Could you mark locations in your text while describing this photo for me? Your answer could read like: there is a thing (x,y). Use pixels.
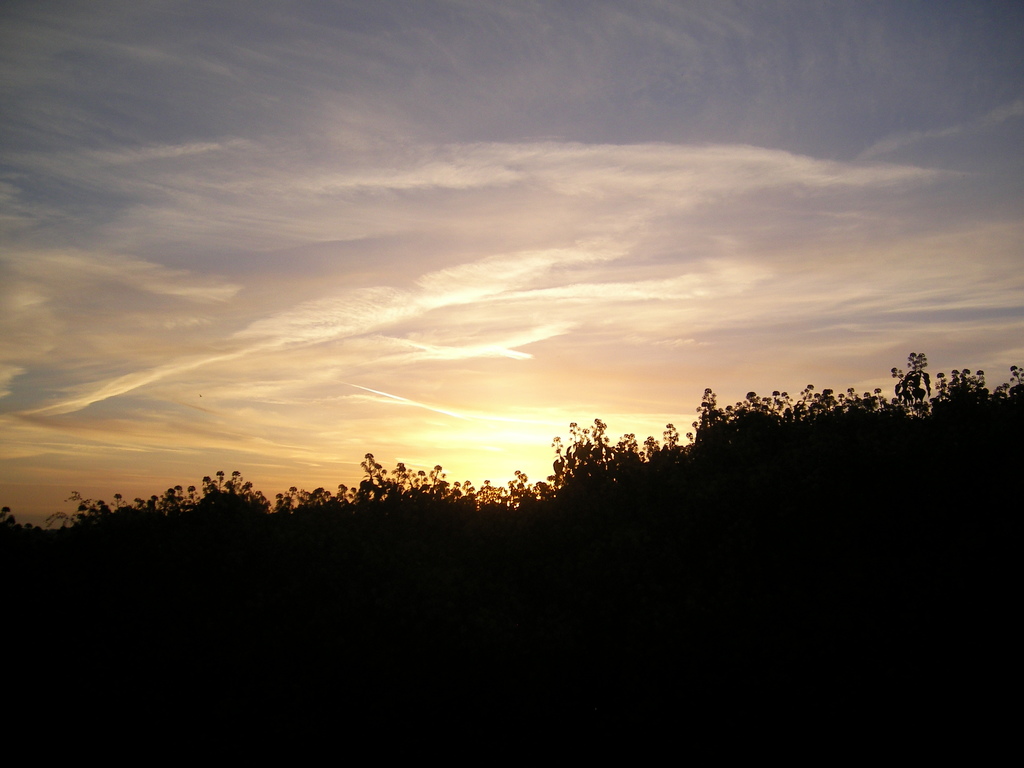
In this image I can see many trees (536,499). In the background (688,383) there are clouds (363,260) and the blue sky (289,264).
